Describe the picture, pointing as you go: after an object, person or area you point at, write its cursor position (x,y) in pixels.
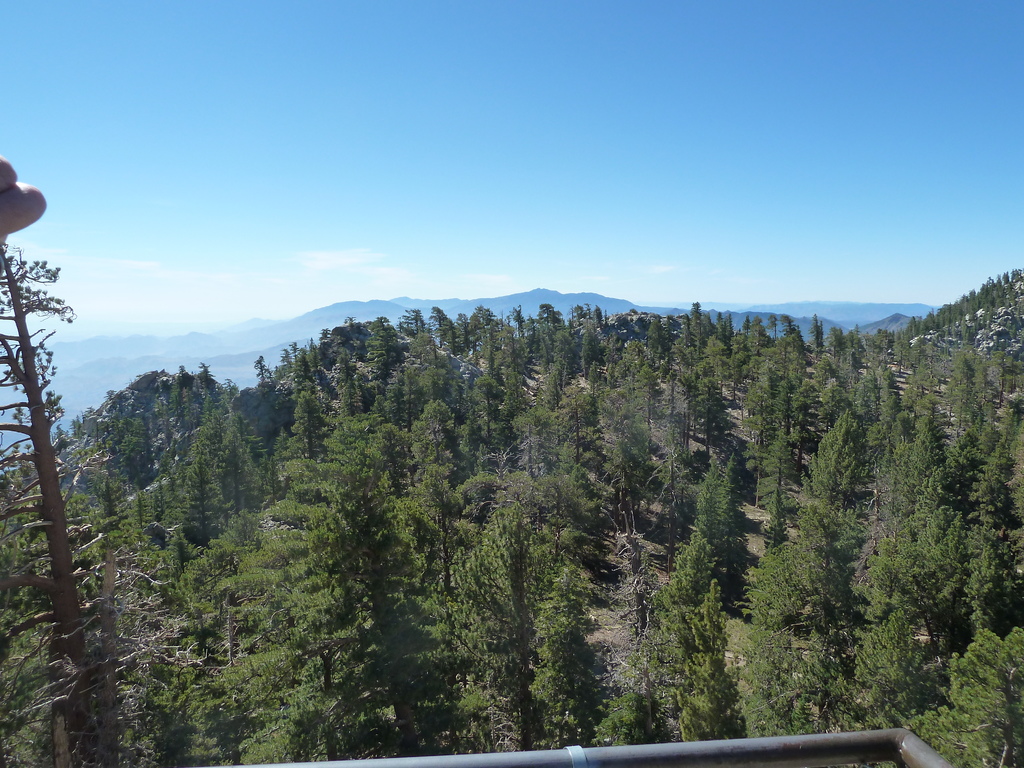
This image is taken outdoors. At the top of the image (250,239) there is a sky (290,229) with clouds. In the background (228,344) there are a few hills (898,323). At the bottom of the image (213,574) there are many trees (200,519) and plants (938,647) on the ground (955,332).
